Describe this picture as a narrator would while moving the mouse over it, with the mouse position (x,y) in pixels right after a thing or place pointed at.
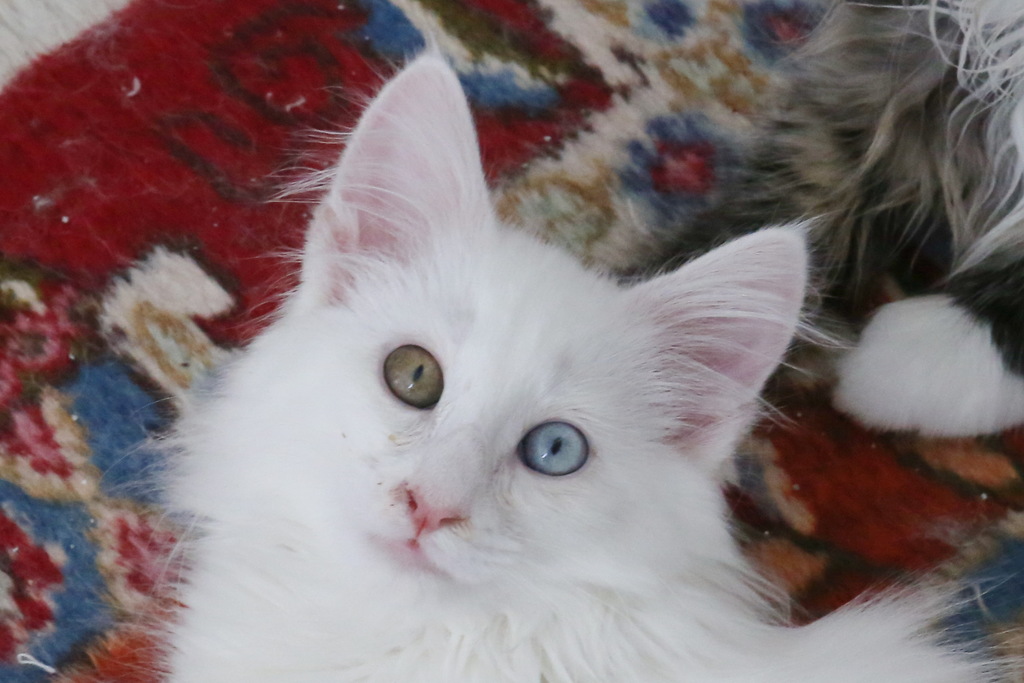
In this image we can see a cat (478,435) and a mat (200,43) on the floor (46,26).
